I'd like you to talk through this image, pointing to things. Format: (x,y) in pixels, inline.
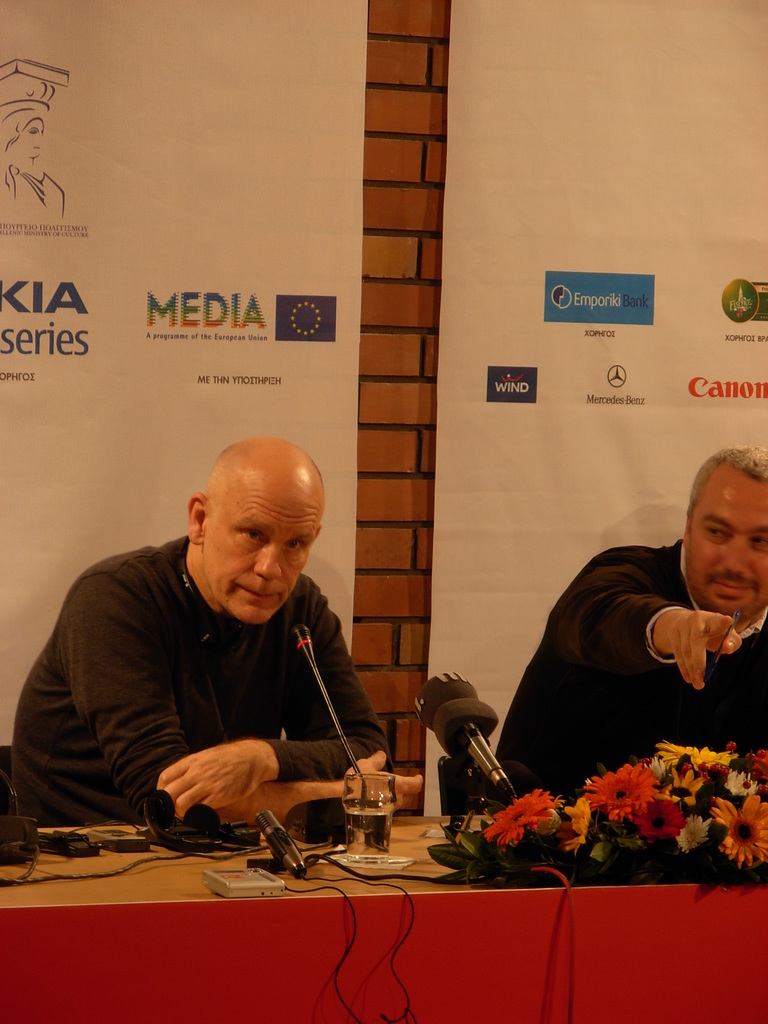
In this picture we can see two persons (86,810) are sitting on the chairs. And this is the table (176,964), and there are some flowers (645,834) on the table (119,923). On the background (380,239) there is a brick wall (380,260). And these are the banners (510,280).
